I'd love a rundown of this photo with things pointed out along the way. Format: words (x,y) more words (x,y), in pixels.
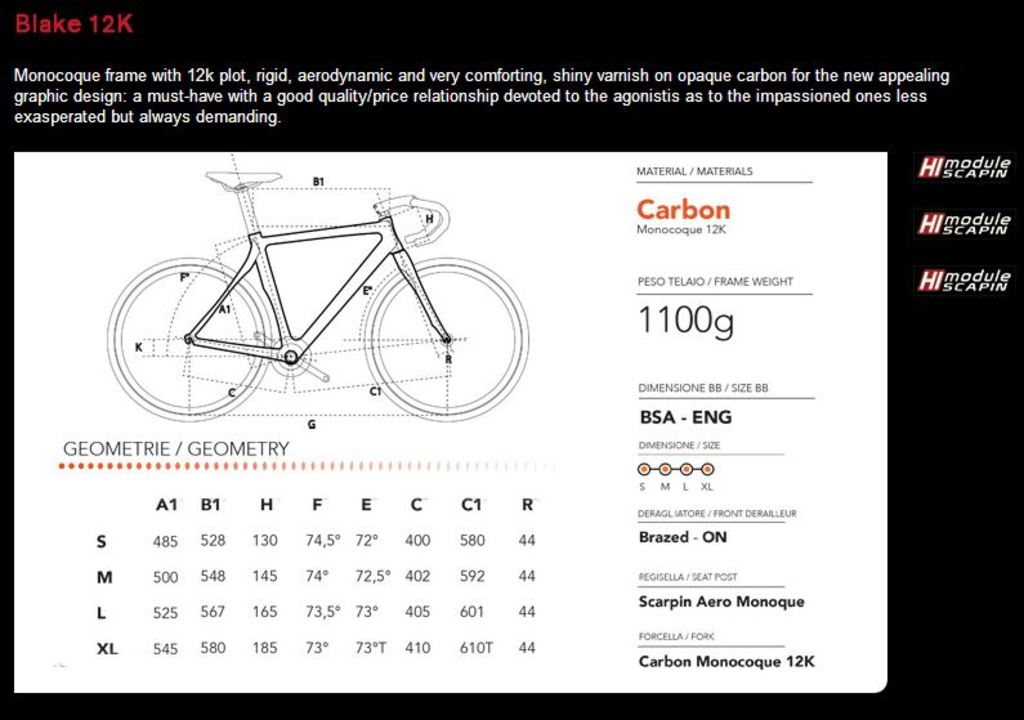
In this picture we can see a bicycle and text (257,443) written on it.
